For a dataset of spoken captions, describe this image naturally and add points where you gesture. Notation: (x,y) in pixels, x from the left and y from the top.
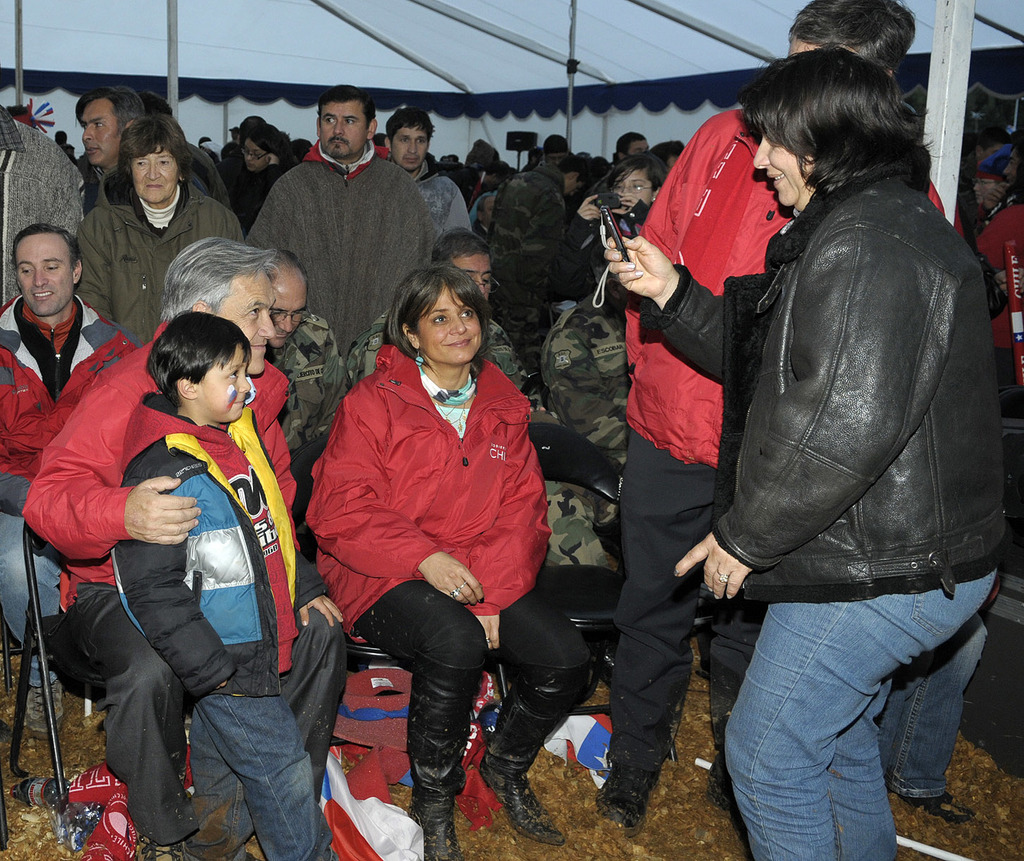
In this image, we can see a group of people (71,563). Few (462,237) are standing and sitting. Here we can see a person (747,302) is holding an object (620,233). Few people (452,271) are smiling. Background (549,114) we can see a tent (423,76), rods (937,65).
